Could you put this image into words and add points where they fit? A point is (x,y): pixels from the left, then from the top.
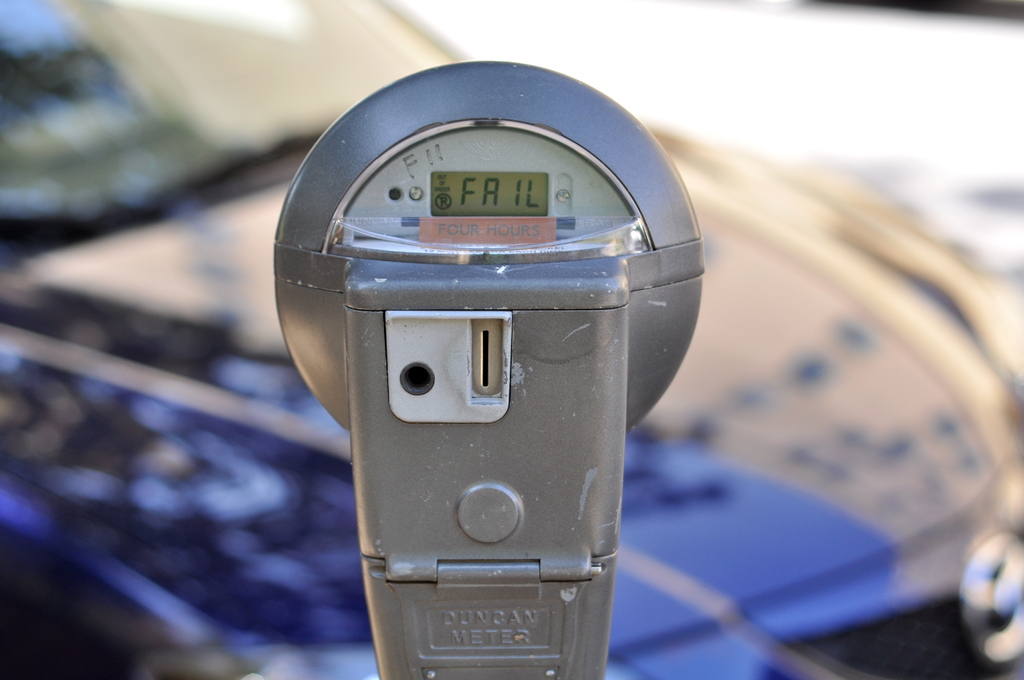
In this image we can see a parking meter (589,280) and a car (268,452) in background (246,407).
